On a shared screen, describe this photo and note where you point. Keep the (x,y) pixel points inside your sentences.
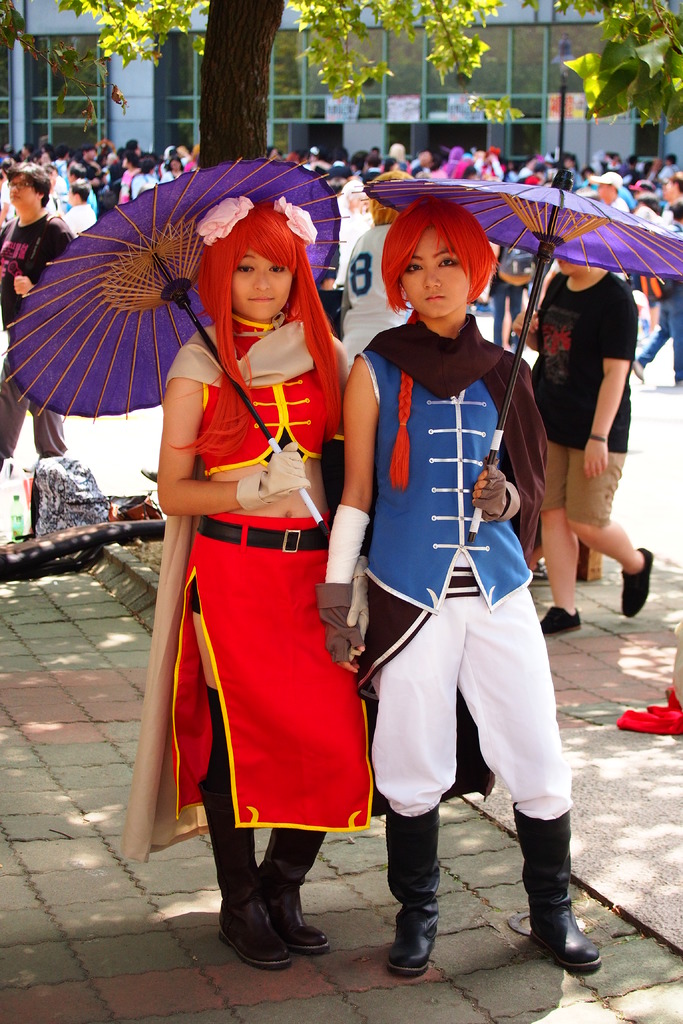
In the foreground of the picture (217,862) there are two women (458,443) holding umbrellas (165,276) and wearing different costumes (332,579). In the background (16,155) there are people (436,151) standing. At the top (245,58) there is a tree (251,90). In the center of the background (325,107) there is a building (304,108). It is sunny.
